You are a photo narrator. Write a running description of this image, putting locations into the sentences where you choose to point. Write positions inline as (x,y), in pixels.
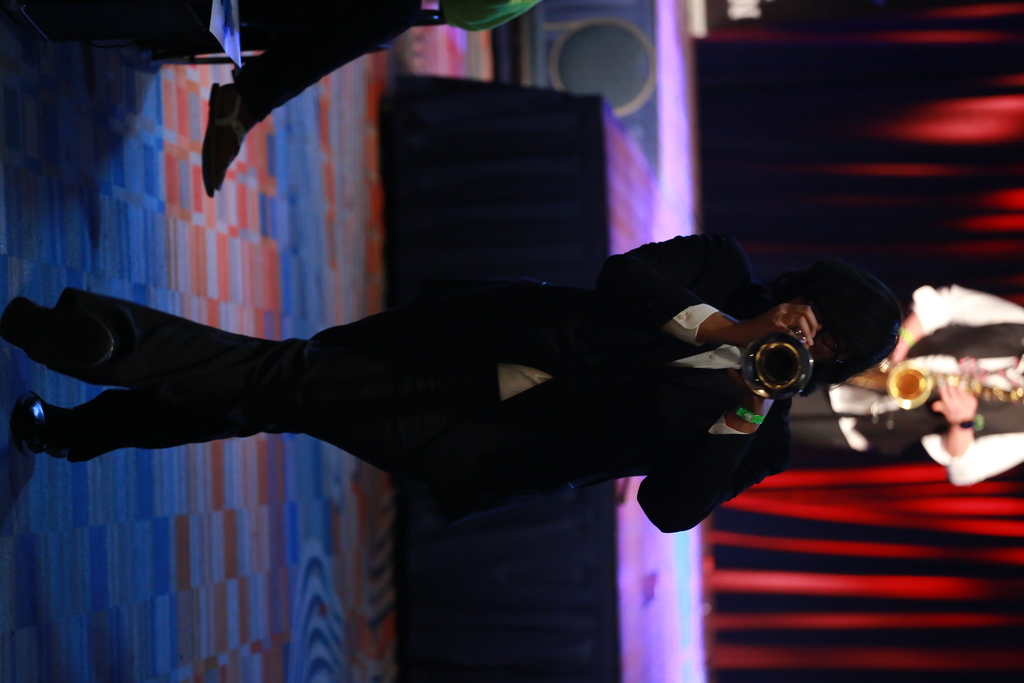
Here in this picture we can see a person (644,399) walking on the floor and he is playing a musical instrument (745,375) with his mouth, present in his hand (748,390) and behind him also we can see another person (900,349) standing on the stage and playing a musical instrument (911,394) and behind him we can see a curtain (936,199) present and beside him we can see another person (400,23) sitting on chair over there.
